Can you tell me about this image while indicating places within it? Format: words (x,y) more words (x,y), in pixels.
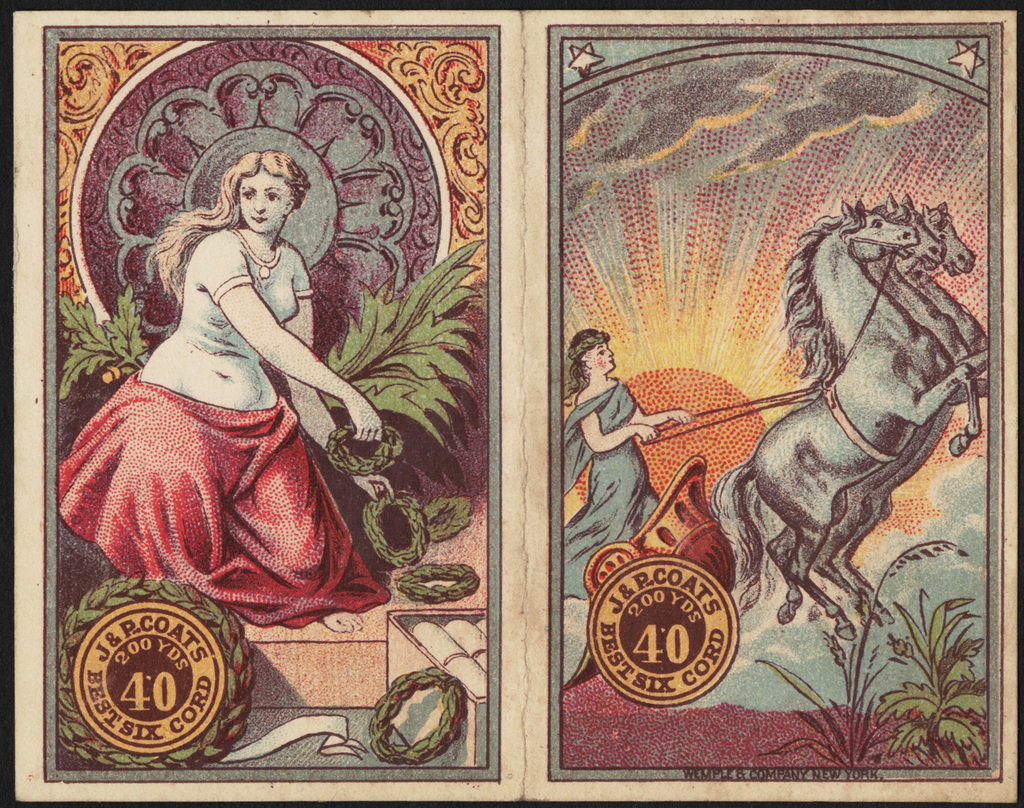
In this picture there is one frame with two different pictures. In the first picture, there is a woman (275,201) holding rings (335,438). On her, there is a red cloth (179,548). In the second picture, there is another woman (598,534) riding the horse-cart (855,426). In the background (678,437) there is a sun (752,419).
